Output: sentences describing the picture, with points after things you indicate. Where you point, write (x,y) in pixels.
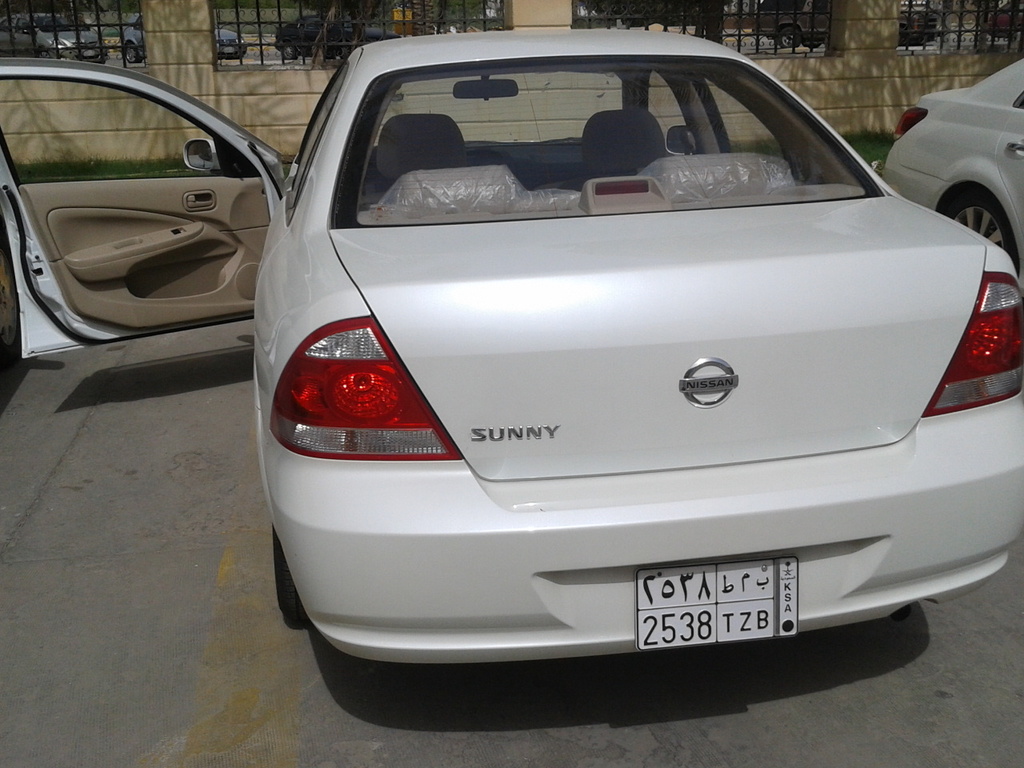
There is a car (488,301) with a number plate (690,590). It's door (237,243) is opened. In the back (184,41) there's a wall (533,6) with railings (632,14). Also there is a car (948,121) on the right side (948,121).
